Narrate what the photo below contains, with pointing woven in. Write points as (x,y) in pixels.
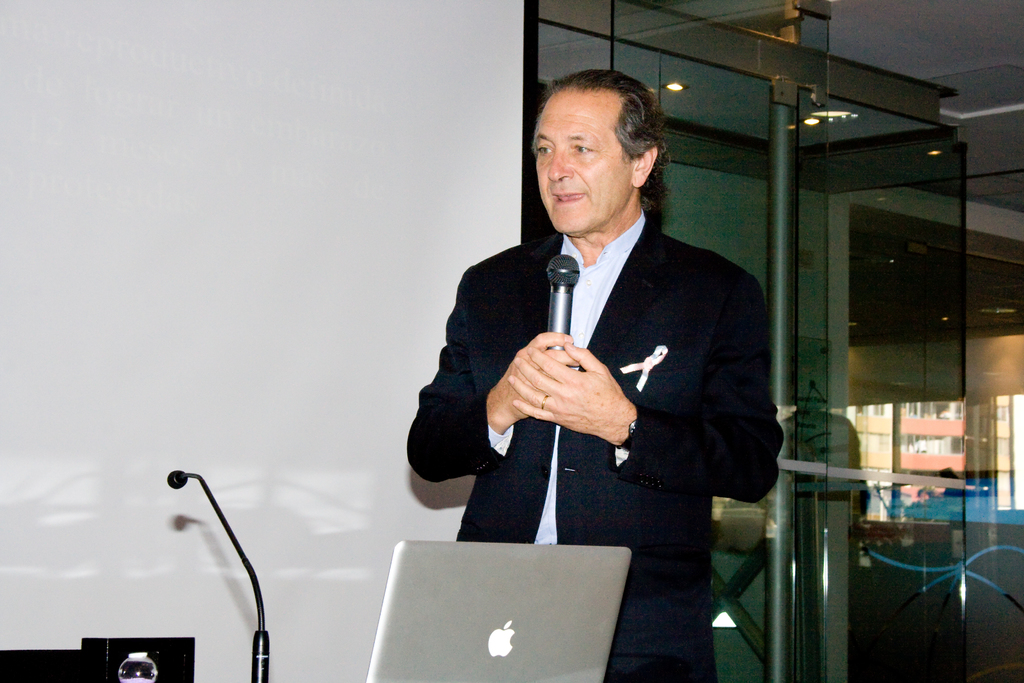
This picture shows a man (473,469) standing and holding a microphone (558,351) and speaking and we see a laptop (398,565) and another microphone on the side.
